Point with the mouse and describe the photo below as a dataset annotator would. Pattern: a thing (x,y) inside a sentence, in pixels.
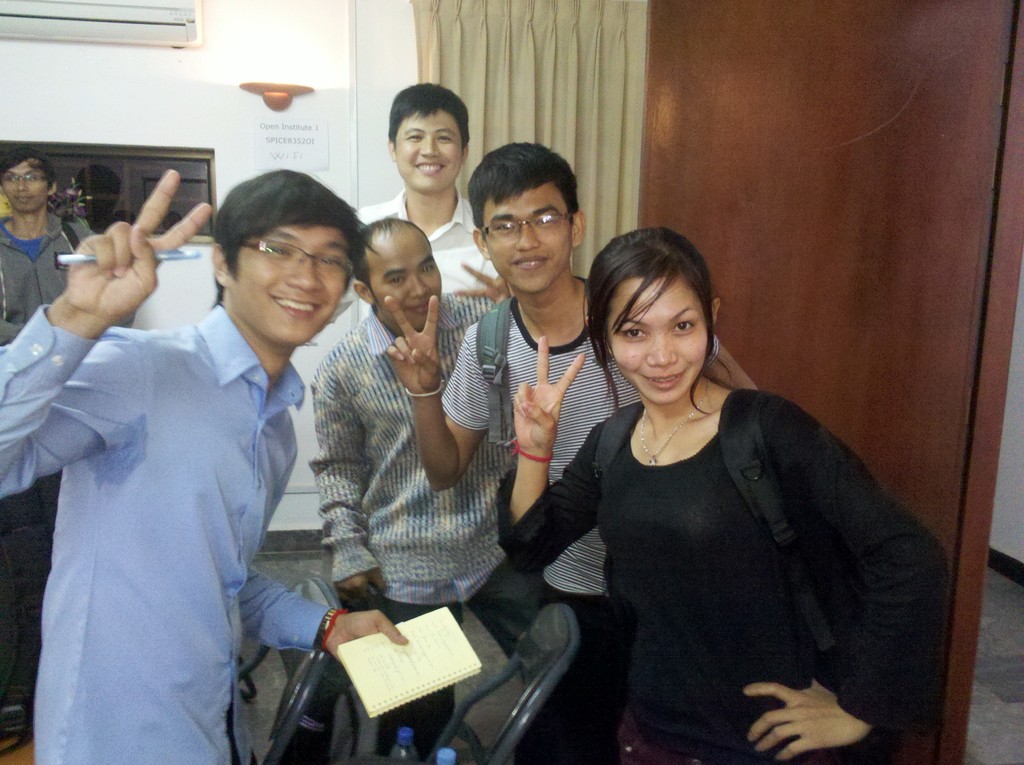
As we can see in the image there are few people (430,360) here and there, wall (291,81), curtain (553,46), poster (286,152) and a person (164,651) in the front (180,517) is holding a book (359,685).
